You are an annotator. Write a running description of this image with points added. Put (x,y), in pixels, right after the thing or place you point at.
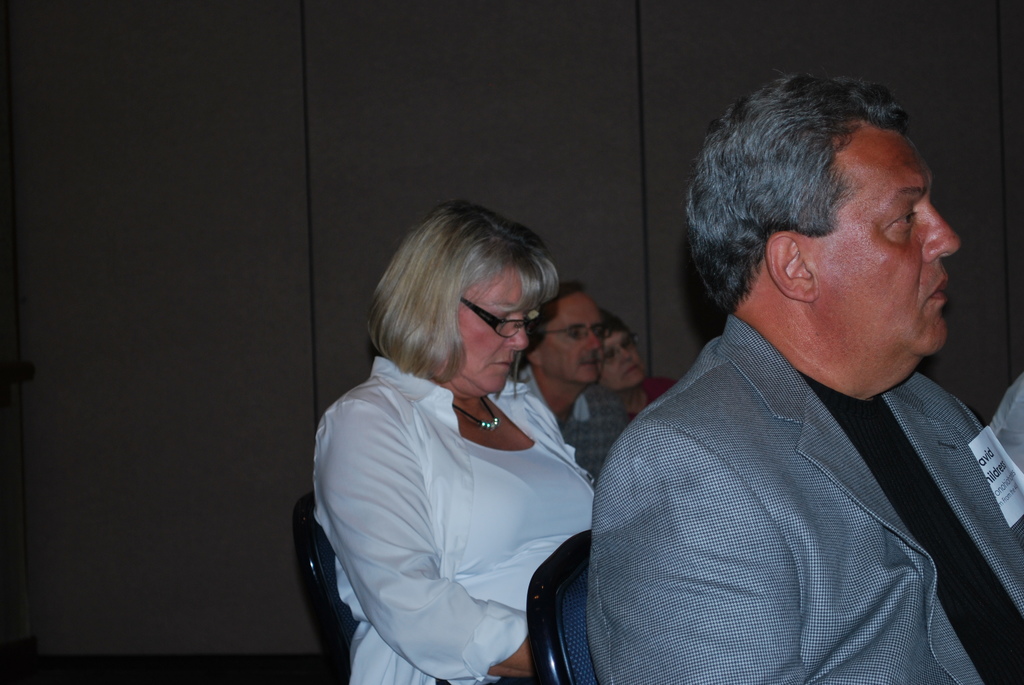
This picture is clicked inside the room (322,384). Here we see four people (644,380) sitting on chair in a room (679,349). Woman (504,520) in white dress (440,532) is wearing spectacles (527,317) and she is looking down. Behind them, we see a wall (331,170).
